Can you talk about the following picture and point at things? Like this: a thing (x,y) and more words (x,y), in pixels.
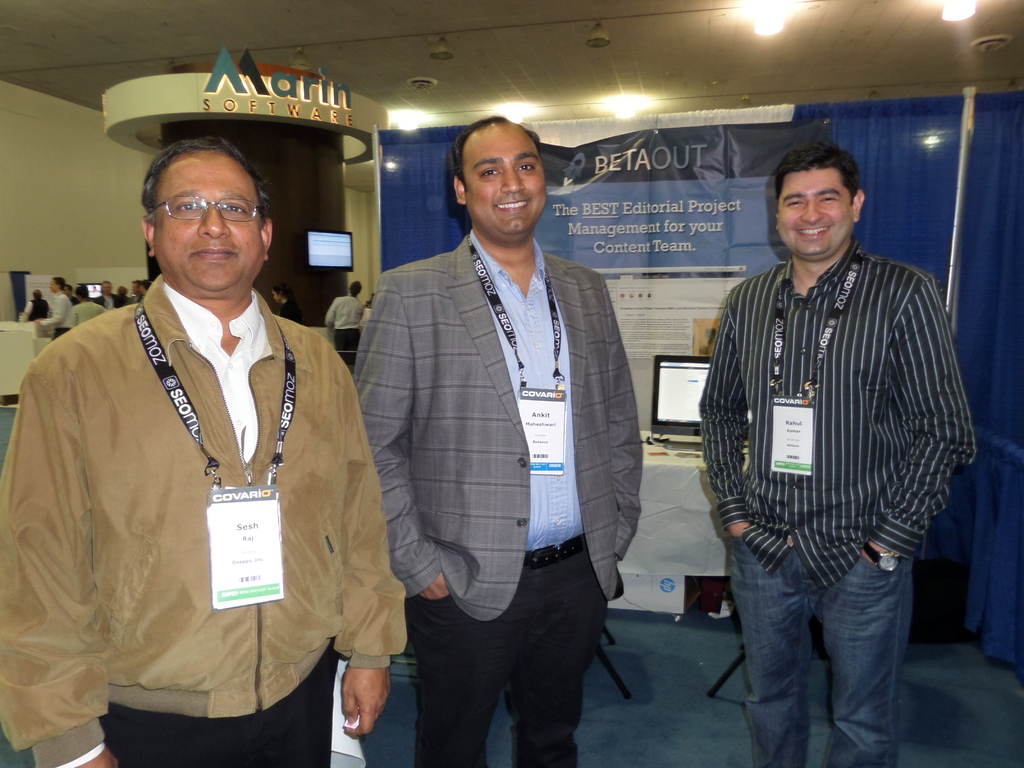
In this image we can see three persons (852,390) wearing id cards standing on the ground (720,715). In the background (662,395) we can see a monitor (678,371) placed on a table (673,456) and group of people (349,322).
